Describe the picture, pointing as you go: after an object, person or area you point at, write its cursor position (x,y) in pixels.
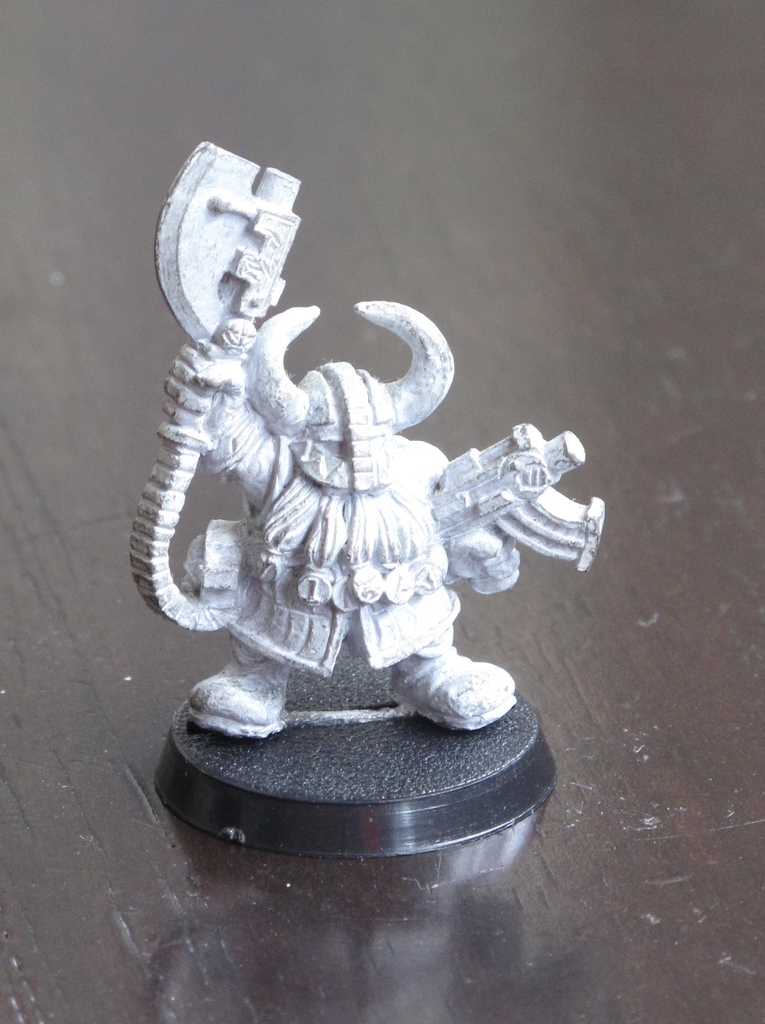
This image consists of a statue (430,628). It is small in size. It looks like a toy (321,546).
